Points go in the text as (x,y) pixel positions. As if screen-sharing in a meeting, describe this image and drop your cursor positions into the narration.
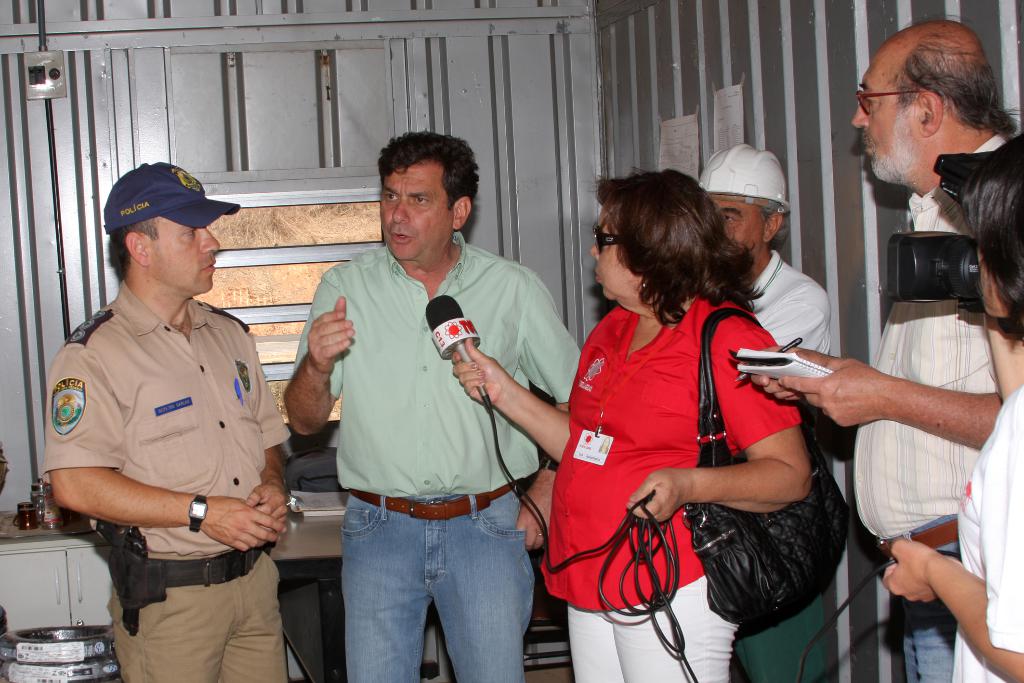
In the center of the image (475,265) we can see a few people (654,436) are standing and few people (875,384) are holding some objects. And on the right side of the image (996,586), we can see one person (1014,501) holding a camera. Among them, we can see one person (204,266) is wearing a cap (128,183) and one person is wearing a helmet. In the background (727,119) we can see posters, one table (344,658), cupboards (63,588), one window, cable coils (41,628) and a few other objects (39,529).
